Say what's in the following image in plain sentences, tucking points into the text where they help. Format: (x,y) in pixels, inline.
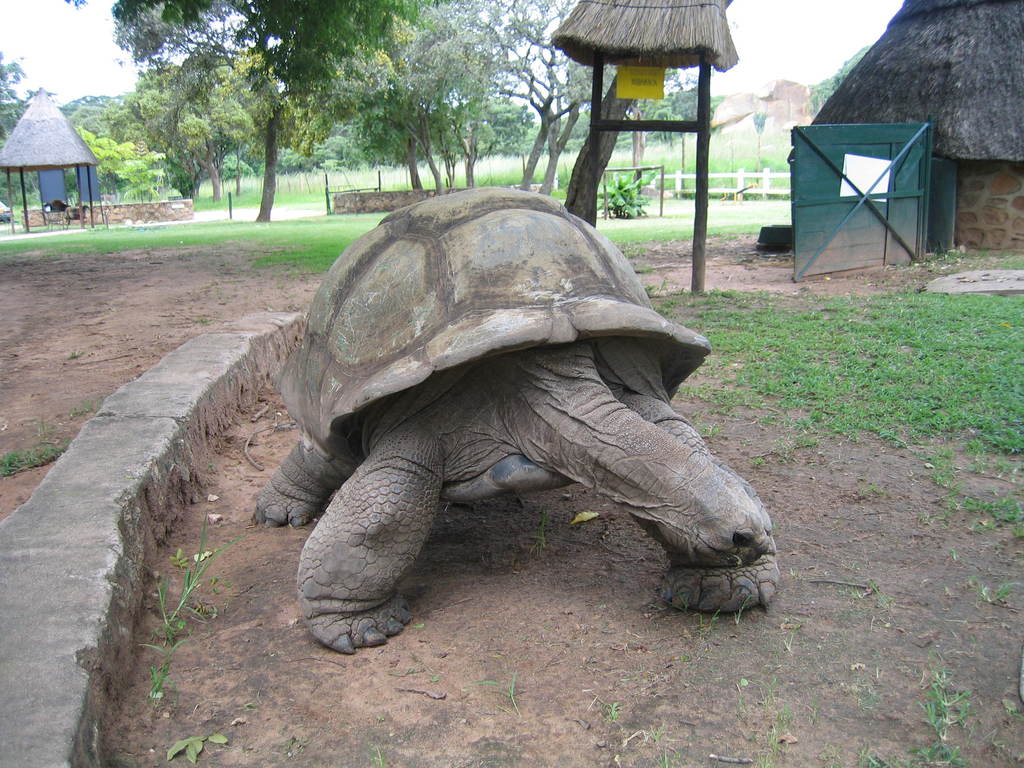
In this picture there is a tortoise (554,385) who is walking on the ground (648,592), beside that we can see the green grass (803,403). At the top right corner (986,48) there is a hut (985,163), beside that we can see the board (881,181). On the left (71,211) we can see table (48,225) and chairs (76,224) under the shade (59,172). in the background (149,101) we can see trees (389,126), plants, grass (665,181) and rocks (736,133). At the top left corner (31,12) there is a sky (35,23).
